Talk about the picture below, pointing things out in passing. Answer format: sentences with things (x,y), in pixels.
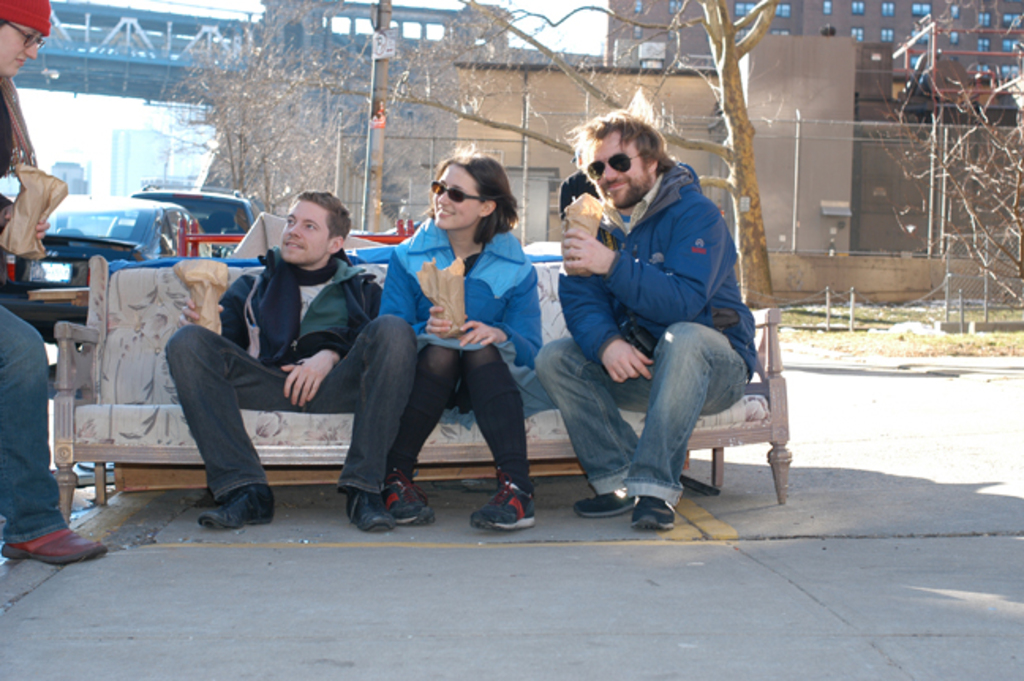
In this image there are three people (540,357) sitting on the bench (152,379). Beside them there is another person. Behind them there are cars (236,196). At the bottom of the image (702,597) there is a road (666,586). In the background of the image (676,99) there are trees (613,13), buildings (645,35) and sky (595,20).
